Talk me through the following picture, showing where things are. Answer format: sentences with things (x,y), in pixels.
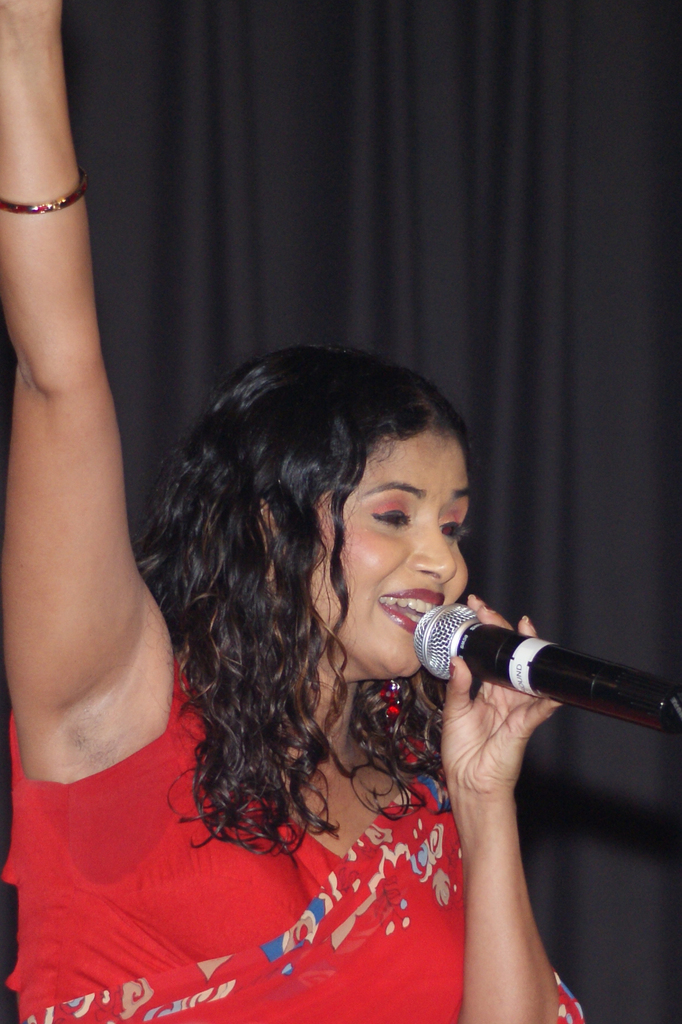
a person (233,921) is wearing a red dress (297,926) and holding a microphone (537,662) in her hand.
